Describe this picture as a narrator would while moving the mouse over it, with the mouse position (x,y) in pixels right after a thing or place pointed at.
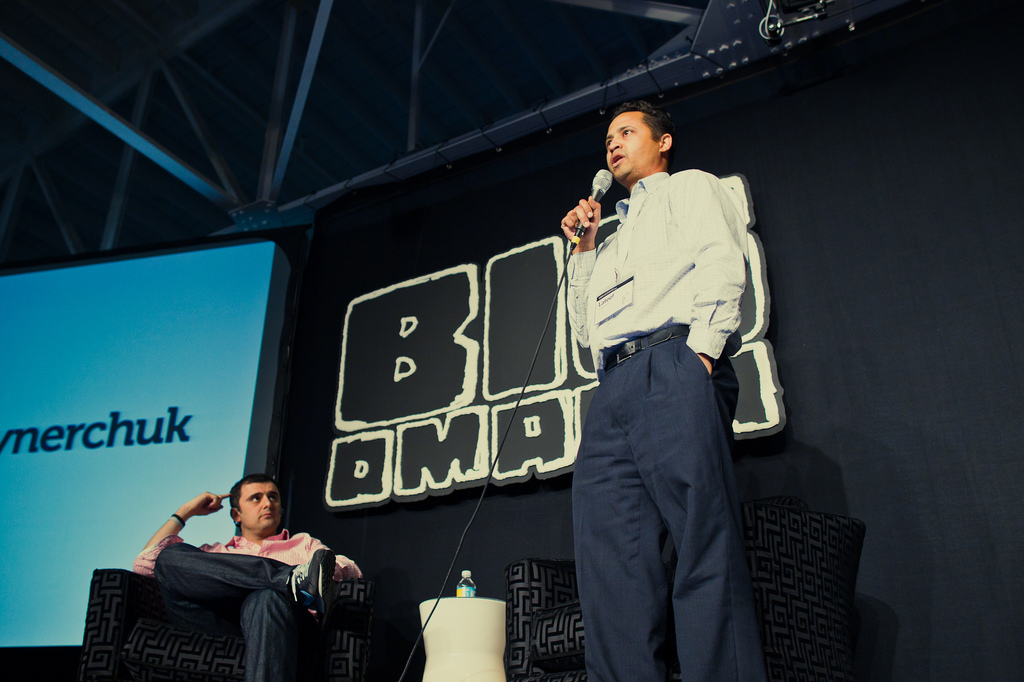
There is a man (655,107) standing and holding a microphone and this man (196,586) sitting on a chair (219,637) and we can see chairs (204,639). In the background (382,335) we can see screen (119,314), board (366,329) and rods (116,129).
